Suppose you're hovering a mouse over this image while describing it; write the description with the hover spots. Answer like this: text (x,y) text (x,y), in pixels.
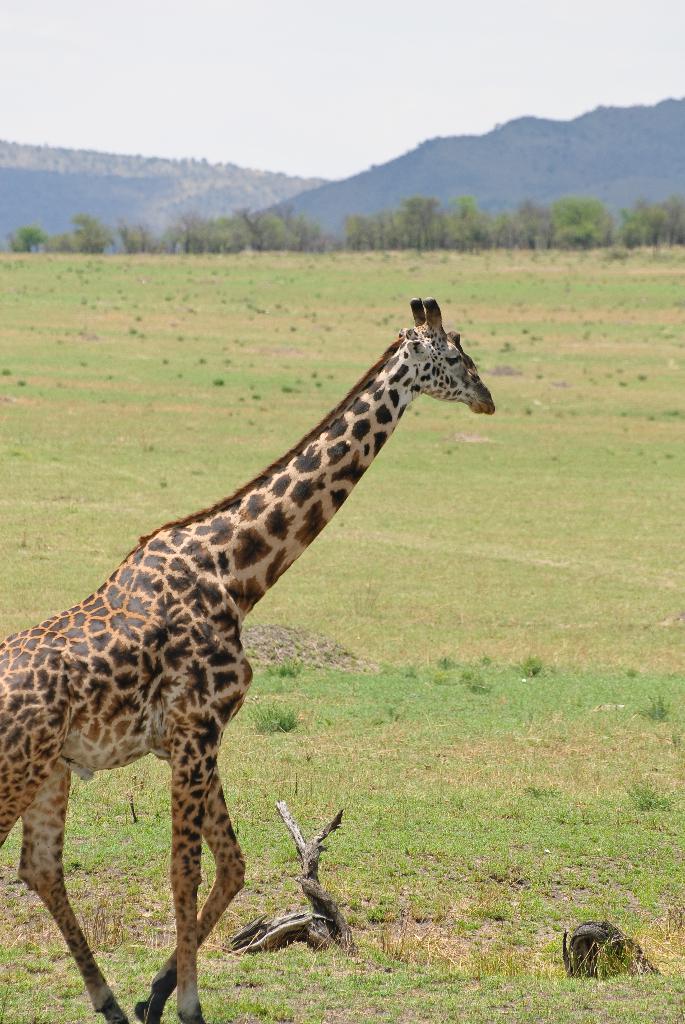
In this image we can see few hills (365,175) and many trees (415,220). There is an animal (83,680) in the image. There is a grassy land (267,338) in the image. There is a sky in the image.
